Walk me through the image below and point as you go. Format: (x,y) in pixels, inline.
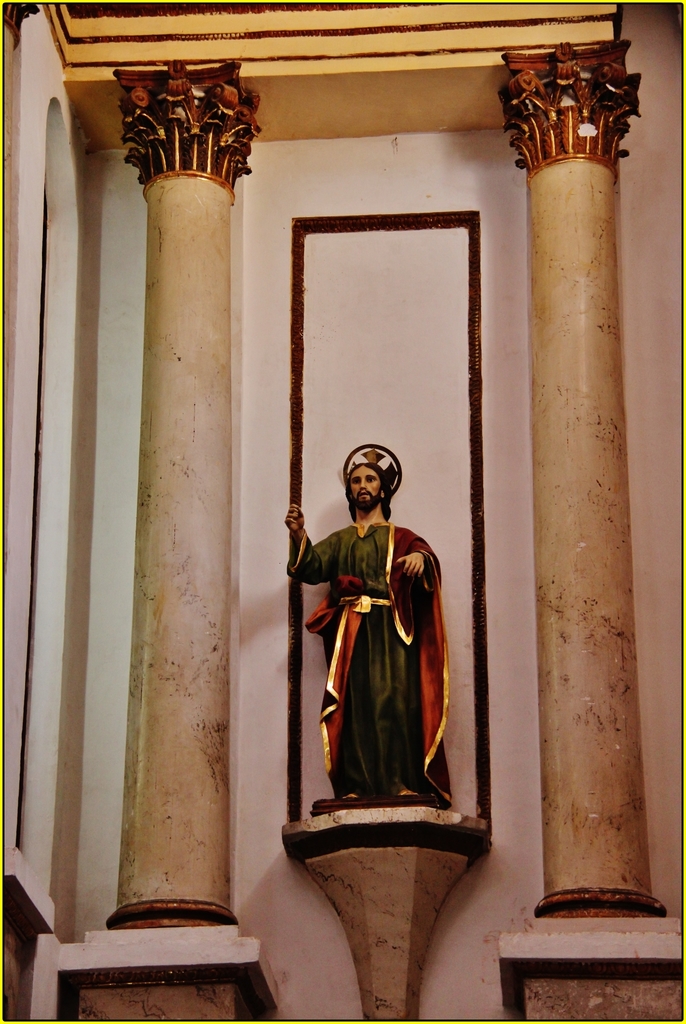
In this image there is a statue (372,679) and there are pillars (617,585) and there is a wall (373,333).
